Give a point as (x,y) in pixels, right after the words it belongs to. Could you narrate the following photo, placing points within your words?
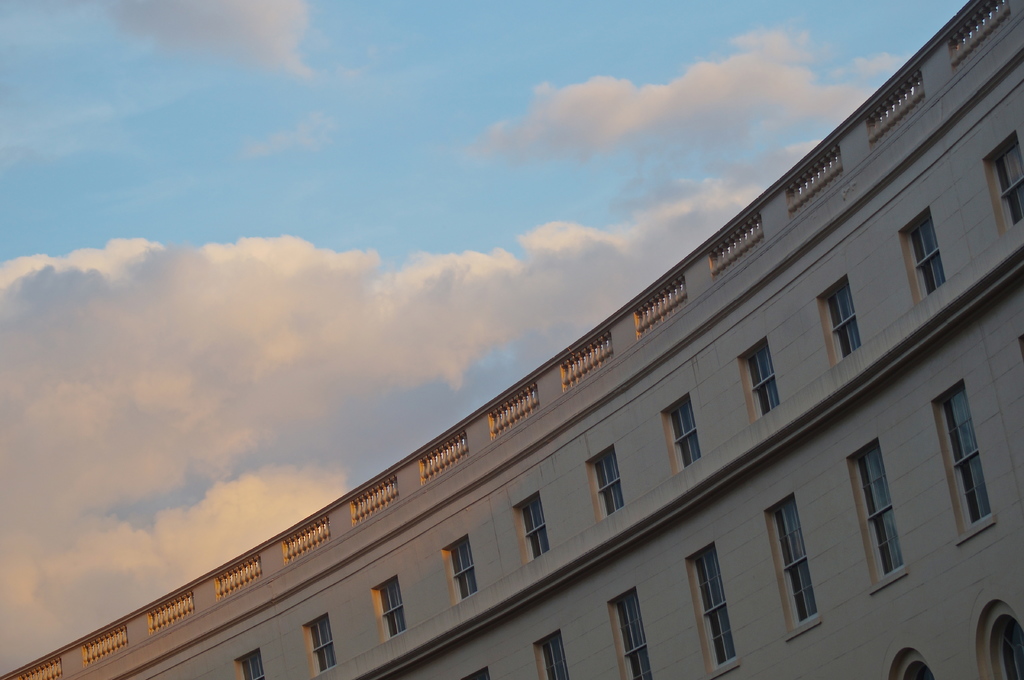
In this image we can see the building (901,377) with the windows (1019,190). We can also see the sky (359,83) with the clouds (719,99).
